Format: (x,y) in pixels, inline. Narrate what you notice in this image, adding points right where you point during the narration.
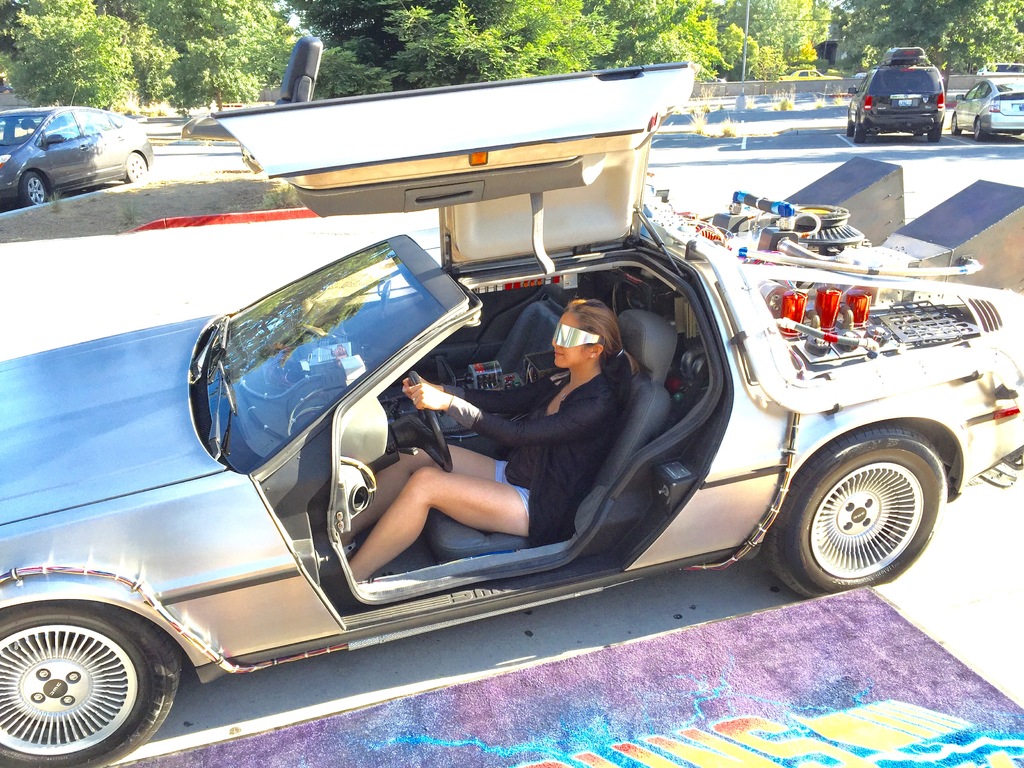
In this picture we can see vehicles (979,236) on the road (203,298), trees (91,84) and a woman (516,475) sitting in a vehicle (445,539) and holding a steering (416,413) with her hands (408,380).
